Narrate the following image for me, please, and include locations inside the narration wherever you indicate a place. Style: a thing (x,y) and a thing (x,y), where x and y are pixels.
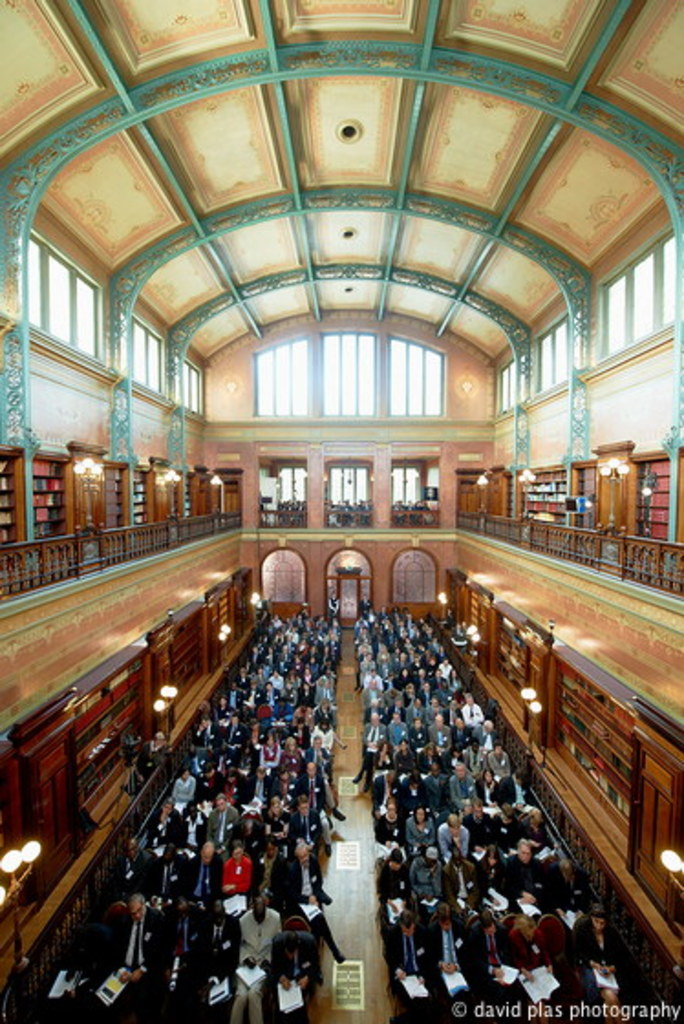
In this image I can see inside view of the building (154,457) and I can see crowd of people (248,689) visible at the bottom (260,817) and they are sitting on chair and holding papers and I can see lights (26,861) attached to the fence (29,542), at the top (329,140) I can see the roof (579,173) and the window (291,379).
